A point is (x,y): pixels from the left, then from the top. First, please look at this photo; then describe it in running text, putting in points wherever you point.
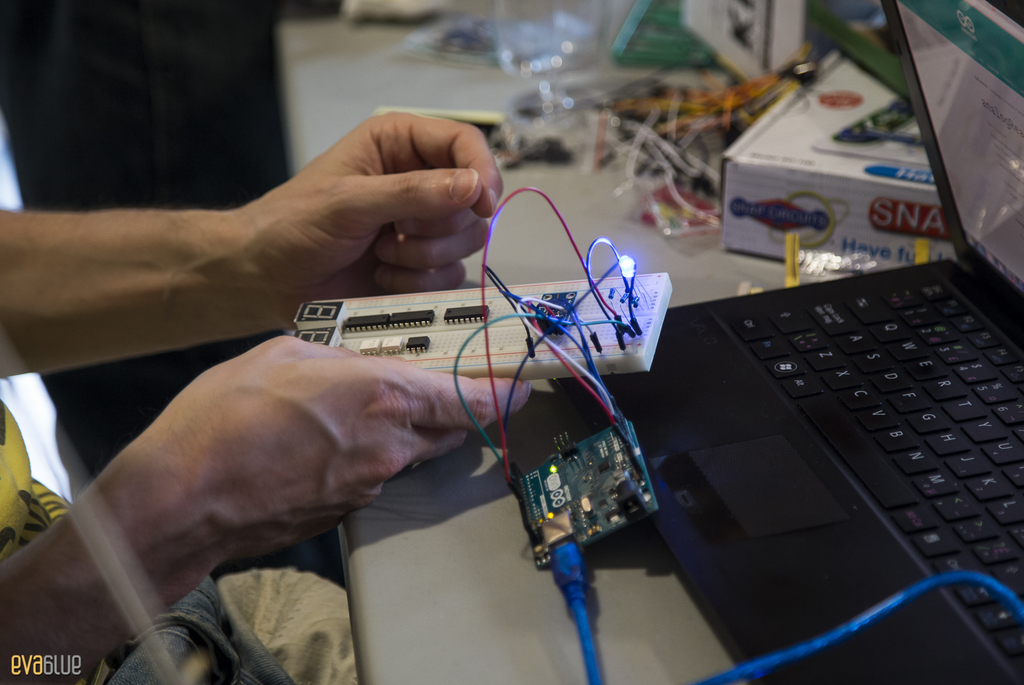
In this image, there is a table (608,209) contains laptop (792,456) and box (752,185). There is a hand (435,388) in the middle of the image (442,384) holding a circuit board (442,319).
